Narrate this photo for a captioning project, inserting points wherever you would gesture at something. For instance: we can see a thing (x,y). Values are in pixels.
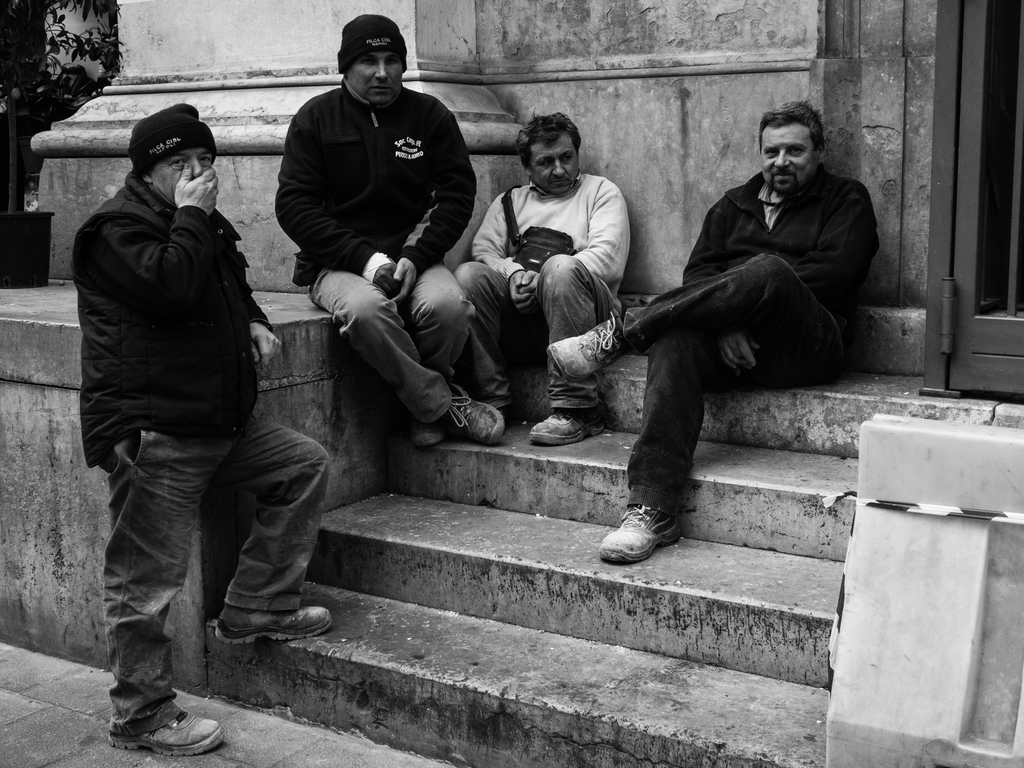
In this picture I can observe four men (407,342). Three of them are sitting and one of them is standing on the left (155,682). Behind them I can observe wall (559,60). This is a black and white image.
